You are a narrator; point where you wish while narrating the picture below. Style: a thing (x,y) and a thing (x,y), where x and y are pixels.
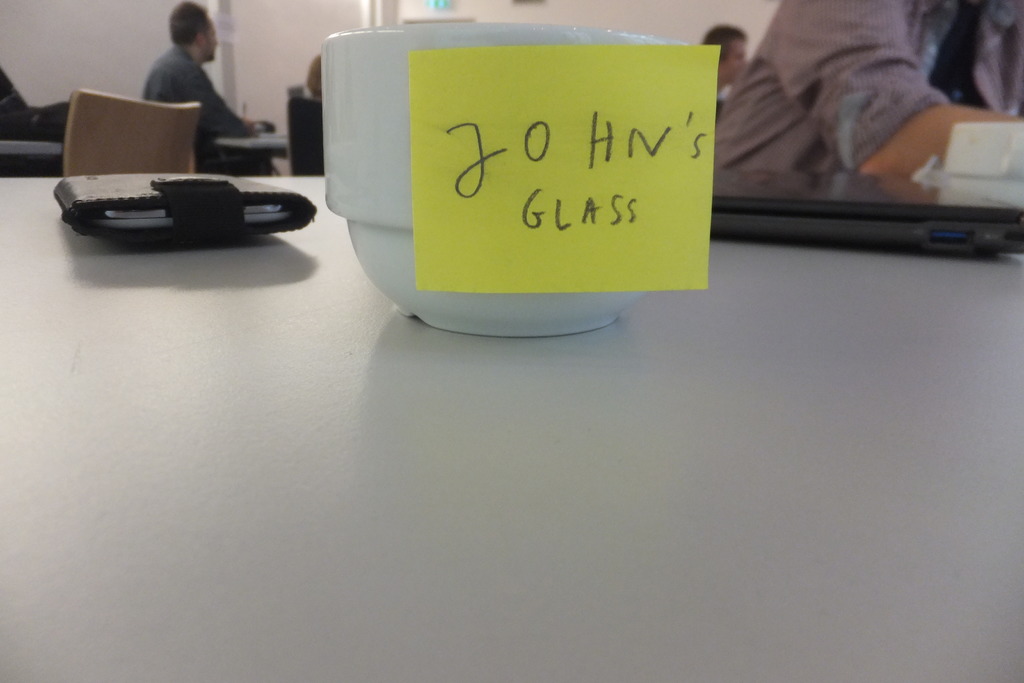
There is a table (312,414). On the table (188,366) there is a purse (233,197), and a bowl (362,106) with a slip (543,170) is visible. There are some persons (178,44) sitting in the background (182,62).
